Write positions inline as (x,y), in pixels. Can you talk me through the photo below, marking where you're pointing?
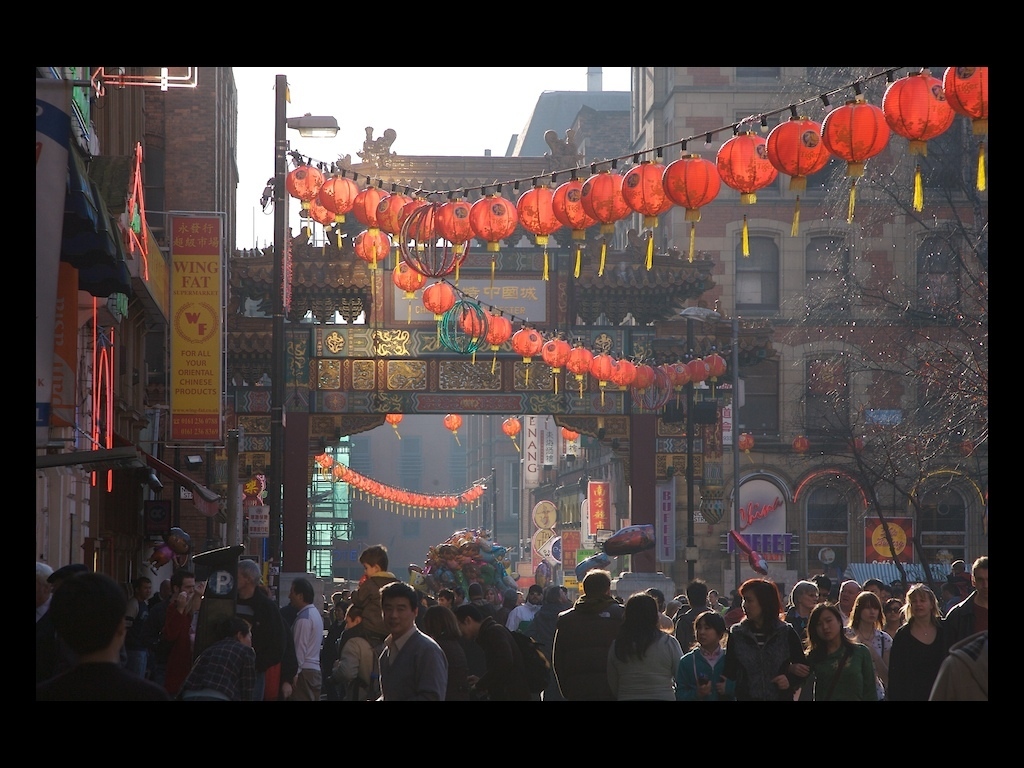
In this image I can see group of people (163,677) some are standing and some are walking, I can also see few stalls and few boards (199,385) attached to the building (73,484). Background (702,331) I can see few buildings (204,135) in brown, cream color. I can see few light balls (852,150) in orange color, a light pole (277,166). Background (398,97) the sky (450,89) is in white color.
